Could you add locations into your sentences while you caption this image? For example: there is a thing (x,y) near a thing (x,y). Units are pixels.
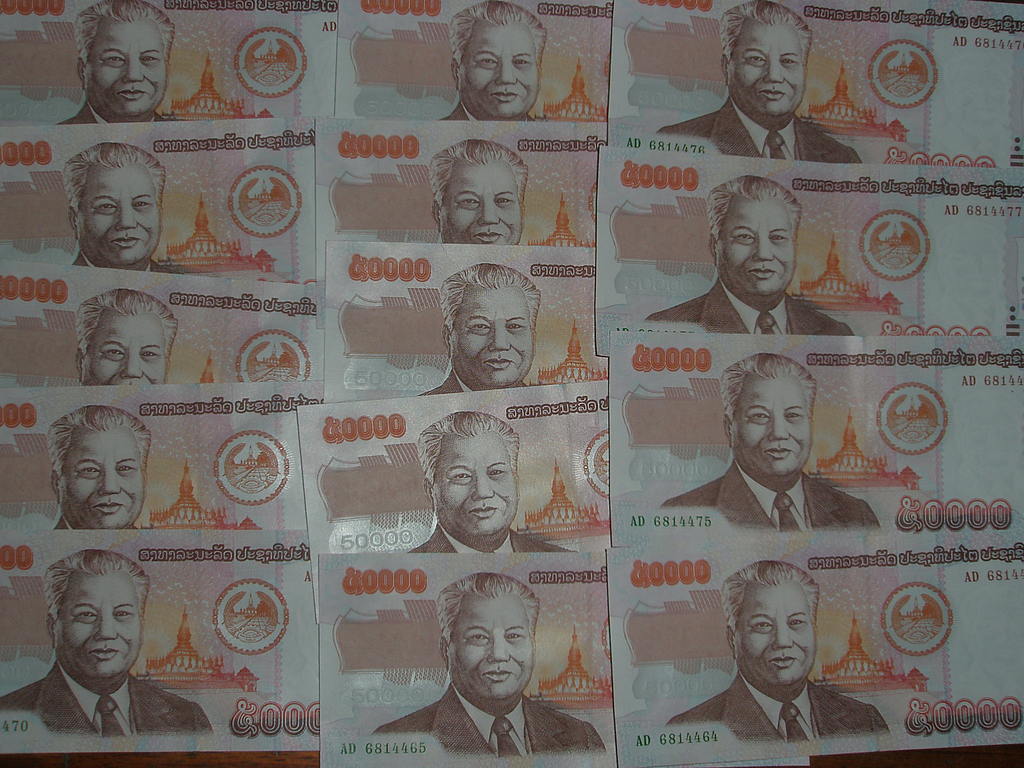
In this image I can see number of currency notes (552,92) and on it I can see the depiction pictures (742,298) of a man (160,716). I can also see something is written on these notes (595,228).
